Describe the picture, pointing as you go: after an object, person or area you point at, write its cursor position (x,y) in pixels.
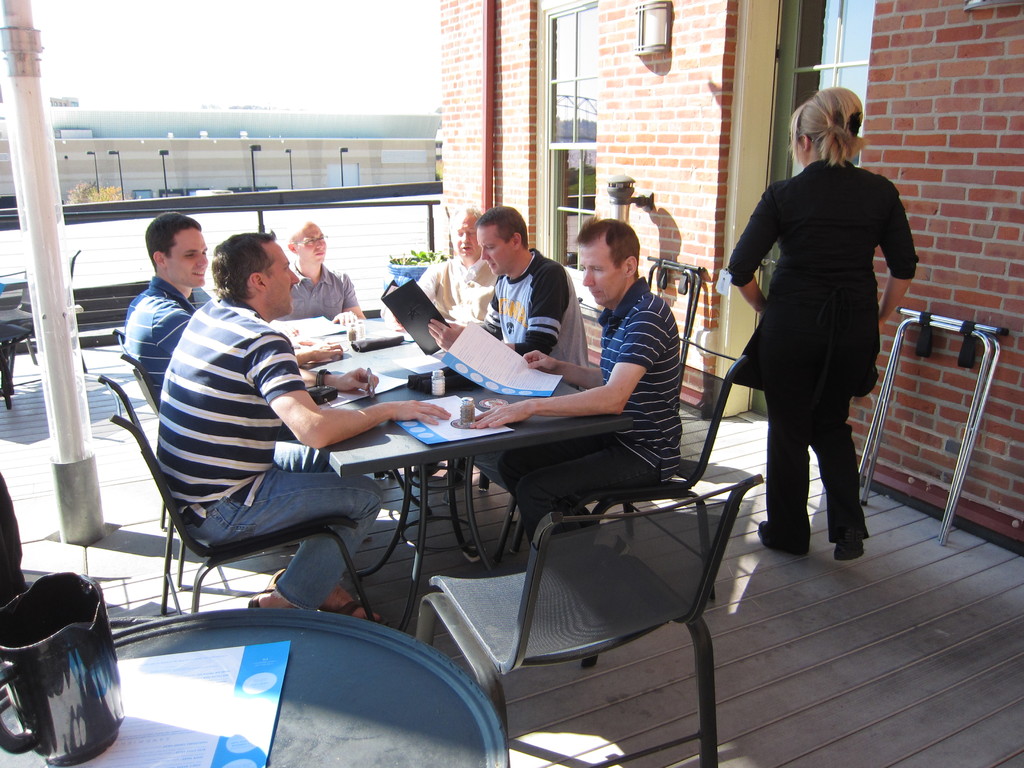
In this image, group of people (577,375) are sat on the black chair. In the middle (405,444), there is a black color table (387,447). On top of the table (403,436), few items (482,359) are placed. On right side (848,323), there is a woman (819,259) wearing a black dress (799,338) and pant (784,440). Left side (51,340) we can see a pillar (63,286). And table (340,736) at the bottom (333,736). On top of it, we can see a jug (111,724). On right side (998,206) we can see a brick wall (988,217). The background (328,167), we can see a outside view (319,167), pillars (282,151) and poles (253,165).
